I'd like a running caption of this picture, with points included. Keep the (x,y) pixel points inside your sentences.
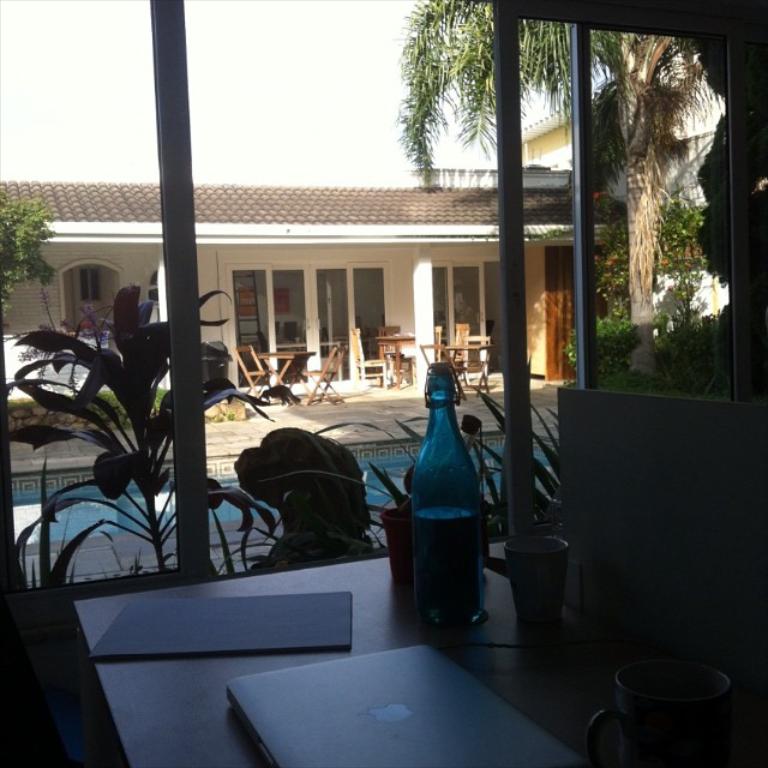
It seems to be in a home (351,255). There is a table (202,737) with laptop (360,718), bottle (420,563) and plant (378,475), coffee mug (538,577) on it. There is a pool (388,451) in the middle (372,488). At backside there are chairs (318,372) tables (288,372) and entrance (347,340) to go inside home (346,328) and at right side (647,218) corner there is a tree (641,113).
